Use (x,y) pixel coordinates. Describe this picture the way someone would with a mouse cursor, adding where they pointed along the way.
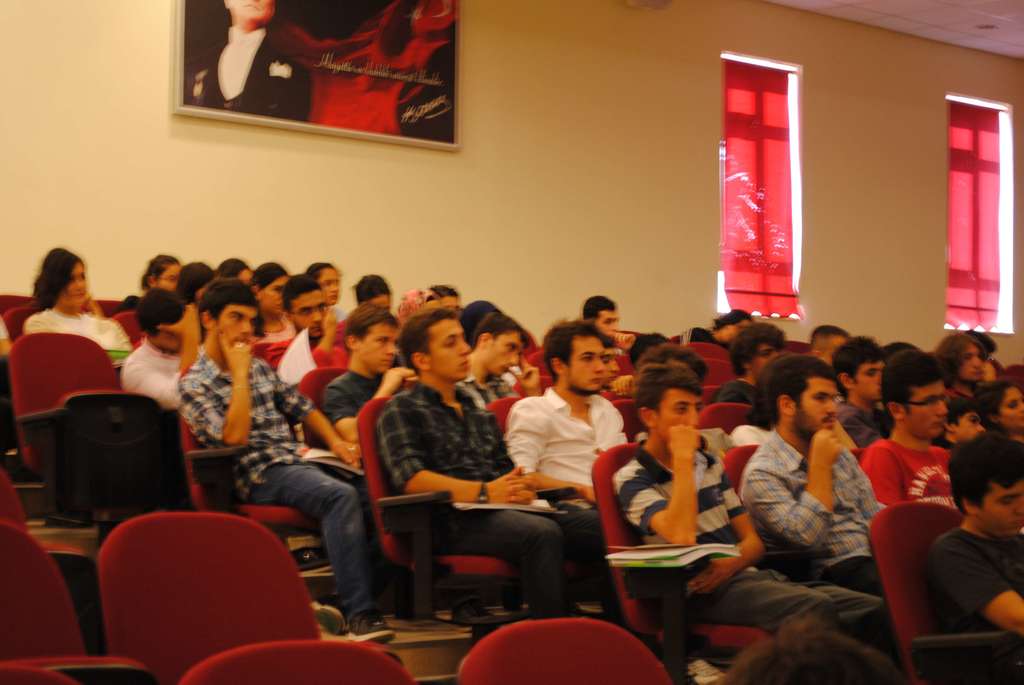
In this image we can see a group of people (792,593) who are sitting on a chair (254,536) and they are looking at something. This is a photo frame (356,79) which is fixed to a wall (493,70) and these are windows (948,273) which are bounded with a curtain (971,263).
